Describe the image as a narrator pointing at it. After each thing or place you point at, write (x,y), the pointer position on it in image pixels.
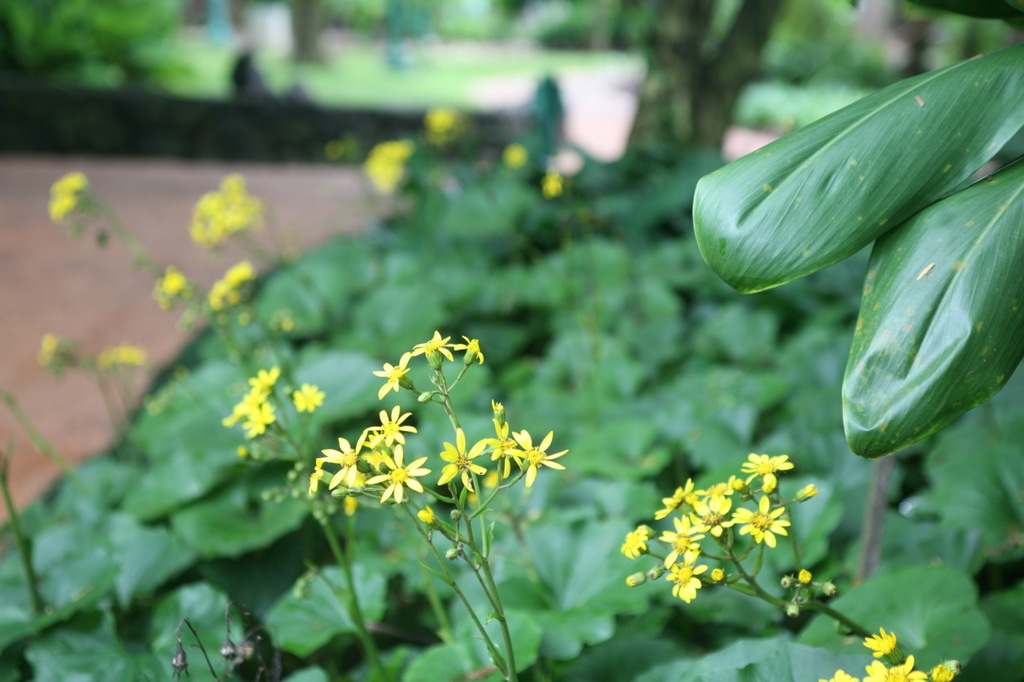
In this picture we can see some plants (652,257) and flowers (404,477) in the front (408,484), in the background (728,49) there is a tree (721,67) and grass (347,65), we can see a blurry background (132,20).
